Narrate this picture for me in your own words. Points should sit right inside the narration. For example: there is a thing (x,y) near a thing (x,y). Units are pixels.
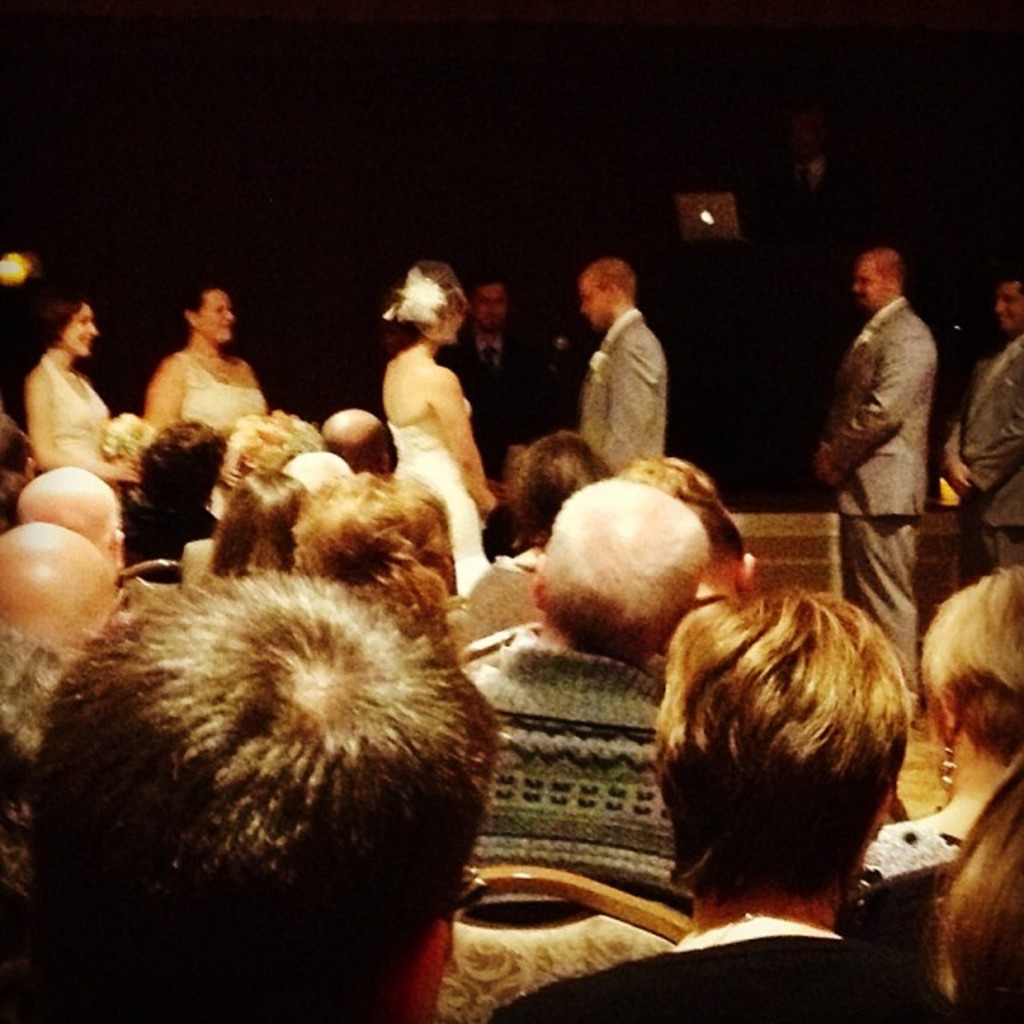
In this image I can see a group of people (628,751) sitting and few people (423,473) are standing. They are wearing different color dresses (650,714). Background (332,175) is black in color.
